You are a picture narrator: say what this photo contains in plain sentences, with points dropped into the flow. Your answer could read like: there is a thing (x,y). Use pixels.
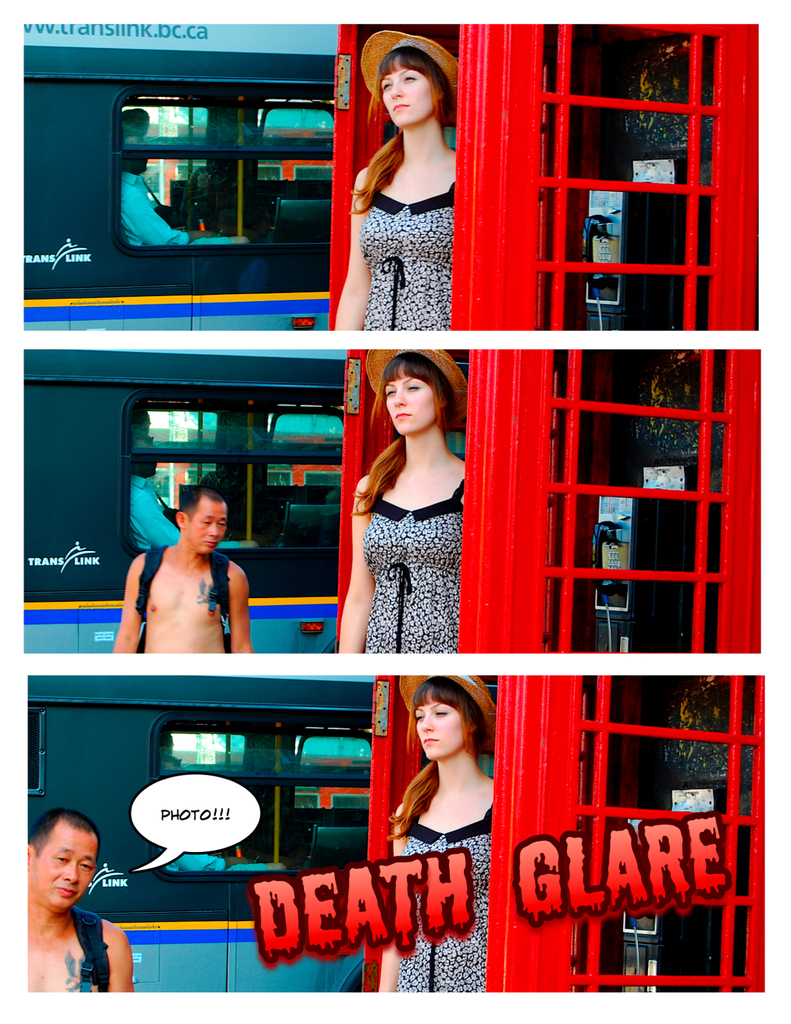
This is an edited collage image, where there are two persons (407,55) standing near the phone booth (513,642), a phone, a person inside a vehicle (337,587).
